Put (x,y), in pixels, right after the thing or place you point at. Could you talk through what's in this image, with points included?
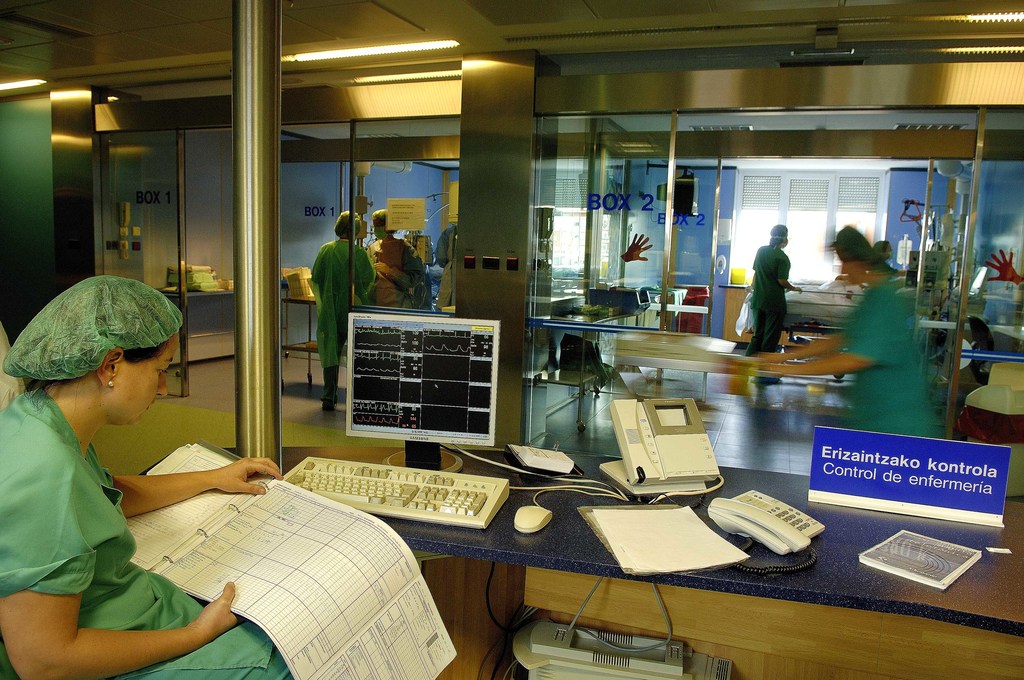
In this image I can see group of people (193,481). In front (220,659) the person (147,657) is sitting and holding a file (297,612), the person (97,491) is wearing green color dress (81,491) and I can also see the system (384,494), two telephones (780,533), a board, few papers (659,525) on the table (832,574). Background (291,223) I can see few glass doors (300,214) and I can also see few lights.
